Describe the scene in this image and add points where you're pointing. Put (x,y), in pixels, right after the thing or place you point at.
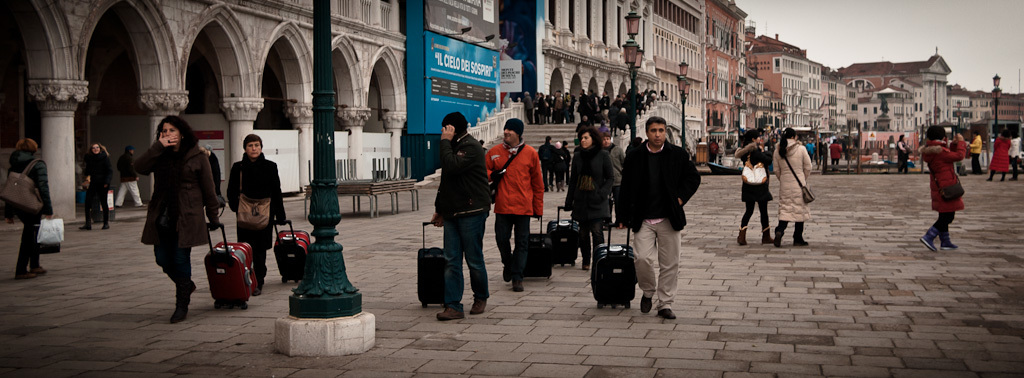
In this image there are a group of people (778,163) some of them are holding some luggages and walking, and in the background (960,155) there are some people (946,154) who are standing and also we could see some buildings (353,55), boards (482,34), poles (685,96), and lights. At the bottom (163,305) there is a walkway (745,261), and in the center (361,186) there are some tables (390,188) and stairs (557,134).
